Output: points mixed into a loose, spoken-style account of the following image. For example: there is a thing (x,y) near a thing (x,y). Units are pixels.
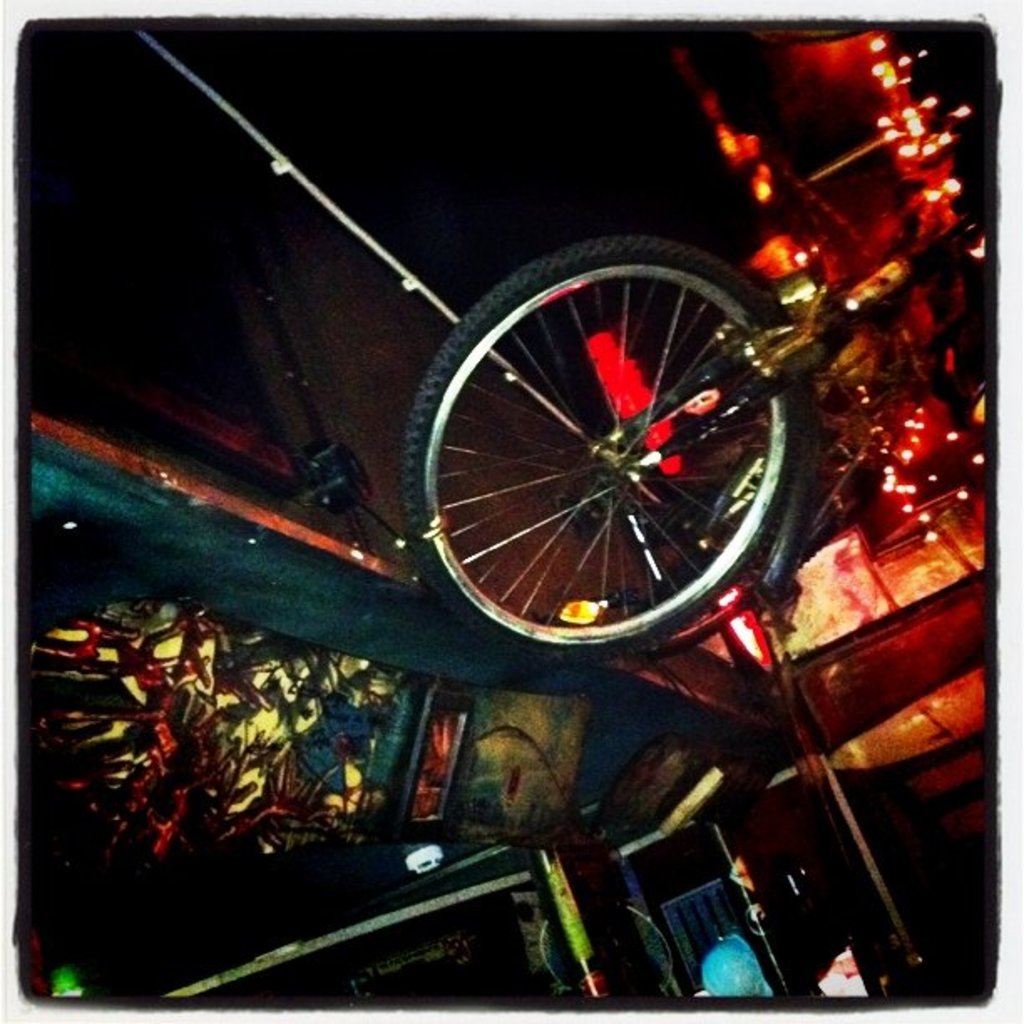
In the picture I can see a bicycle (697,620), lights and some other objects (432,734).
